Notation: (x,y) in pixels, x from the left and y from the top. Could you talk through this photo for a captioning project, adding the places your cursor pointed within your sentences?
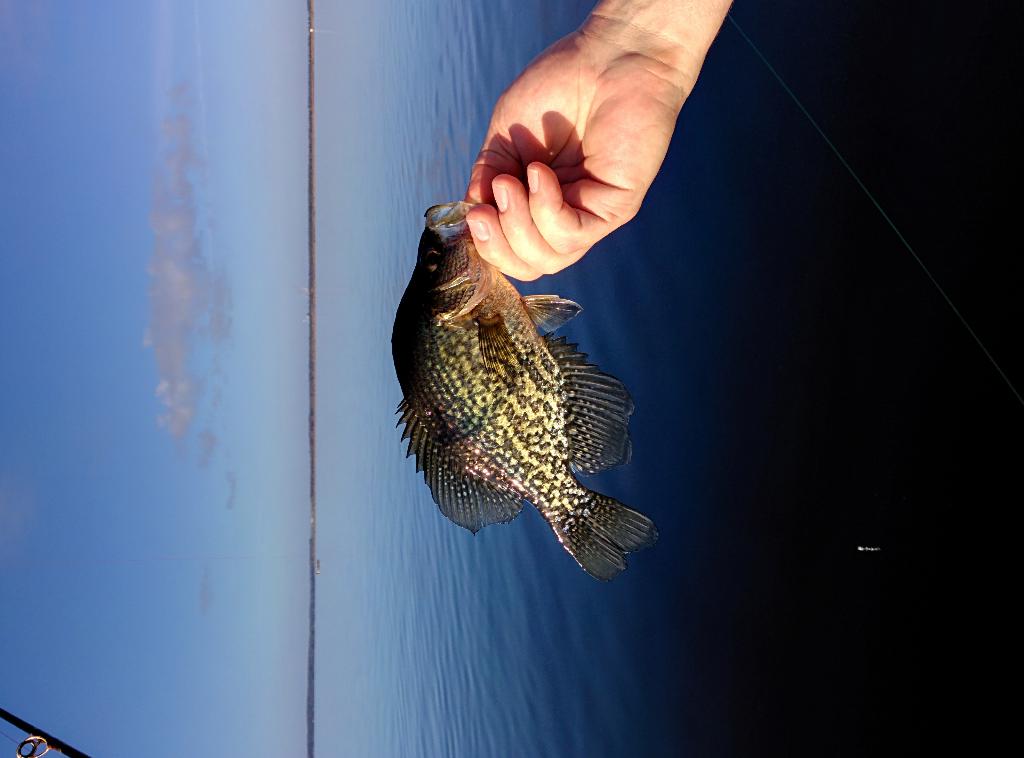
This image is in left direction. In the middle of the image (472,366) I can see a person's hand (547,211) holding a fish (466,369). On the right side (748,242) there is an ocean (500,632). On the left side (93,248), I can see the sky (115,259) and clouds (184,279).
